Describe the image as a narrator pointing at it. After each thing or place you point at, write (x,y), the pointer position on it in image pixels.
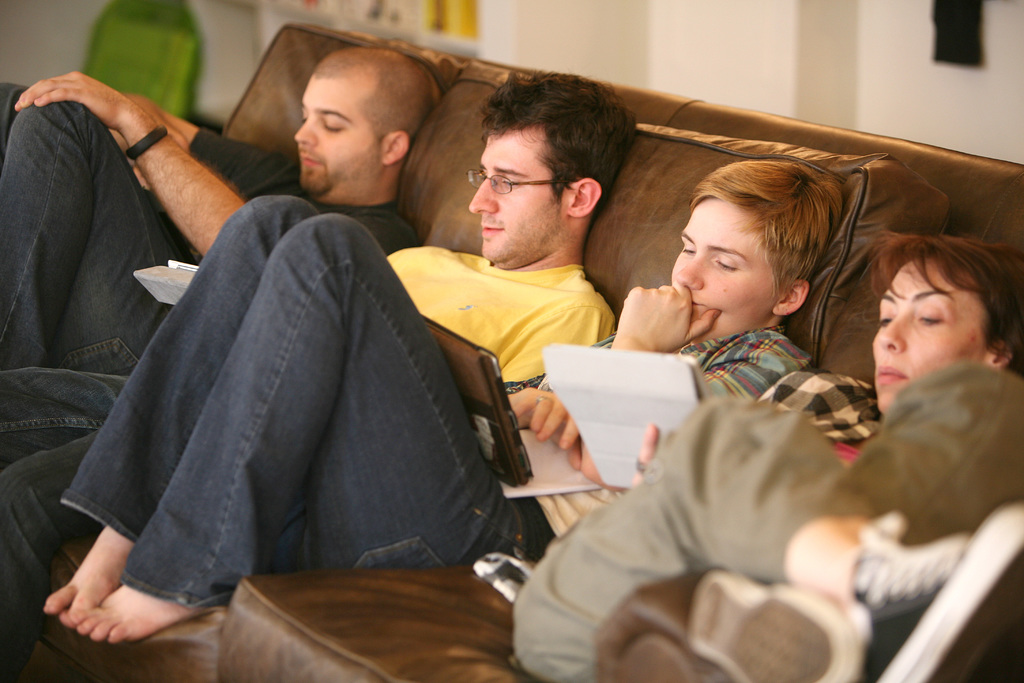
This is the picture of a room (449,419). In this image there are group of people (62,188) sitting on the brown color sofa (512,639). At the back (859,55) there are objects (391,18) in the cupboard (388,4) and there is a wall (837,64).
